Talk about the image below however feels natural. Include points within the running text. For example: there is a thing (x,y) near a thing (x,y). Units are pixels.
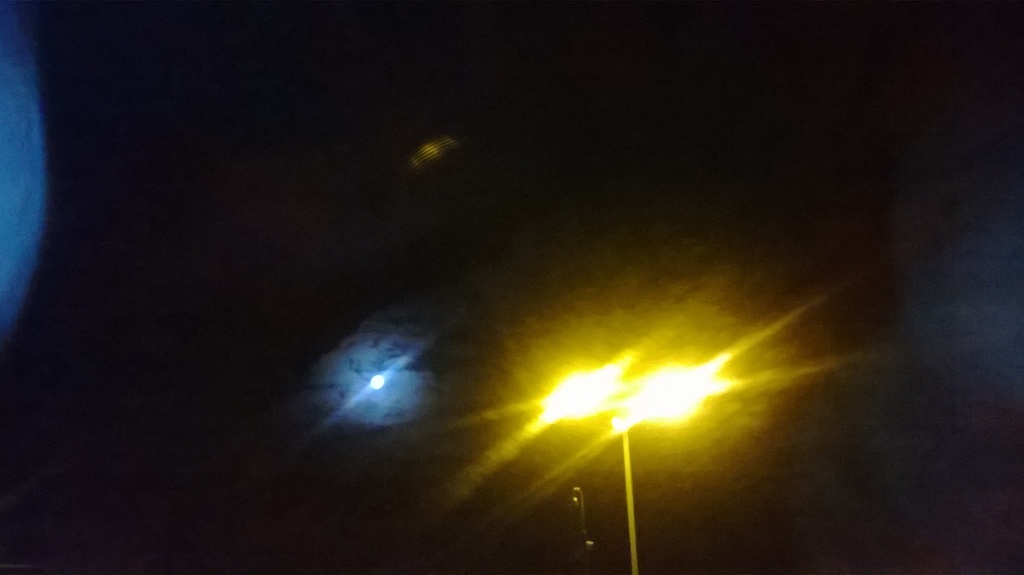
In this picture I can see the lights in the centre (468,375) and I see that this image is in dark.
